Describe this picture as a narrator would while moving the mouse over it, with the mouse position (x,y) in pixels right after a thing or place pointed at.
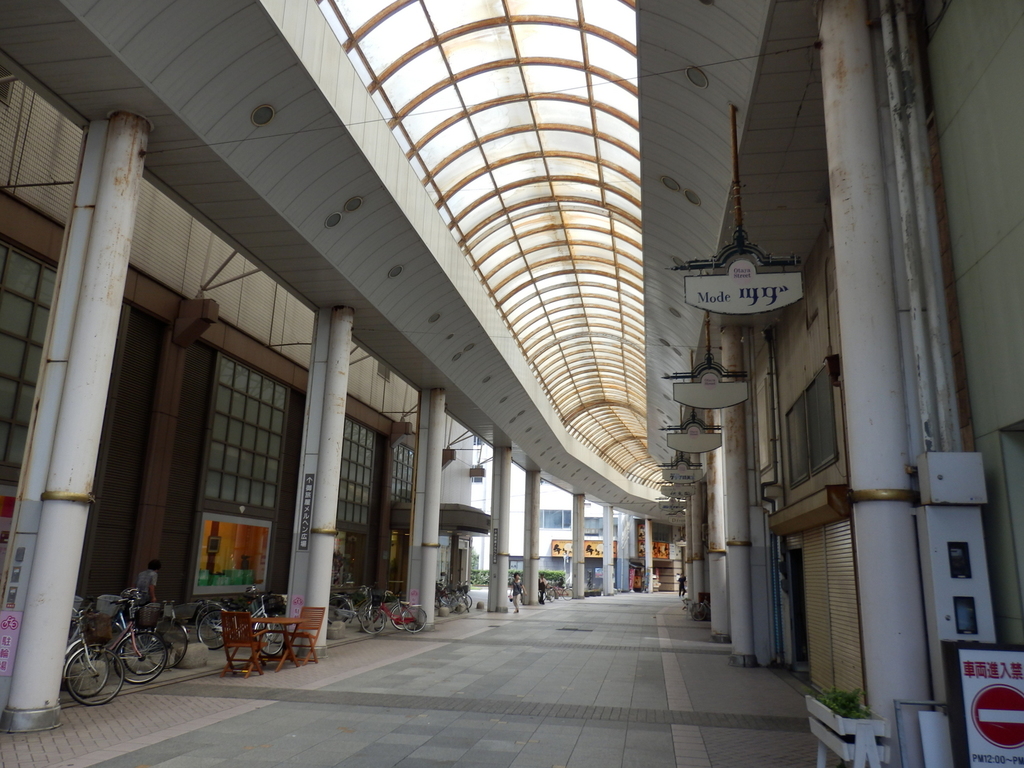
In this image we could see some pillars (609,526), tables (294,654), chairs (257,648), cycles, plants (560,570), boards (1011,679), shutters (825,573), glass doors (263,437), buildings (455,530). At the bottom (393,702) there is a walkway (559,657), and in the background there are some people (681,572) walking and at the top (438,114) it looks like a ceiling (586,271). And on the left side (170,431) and right side of the image (813,564) there are buildings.
